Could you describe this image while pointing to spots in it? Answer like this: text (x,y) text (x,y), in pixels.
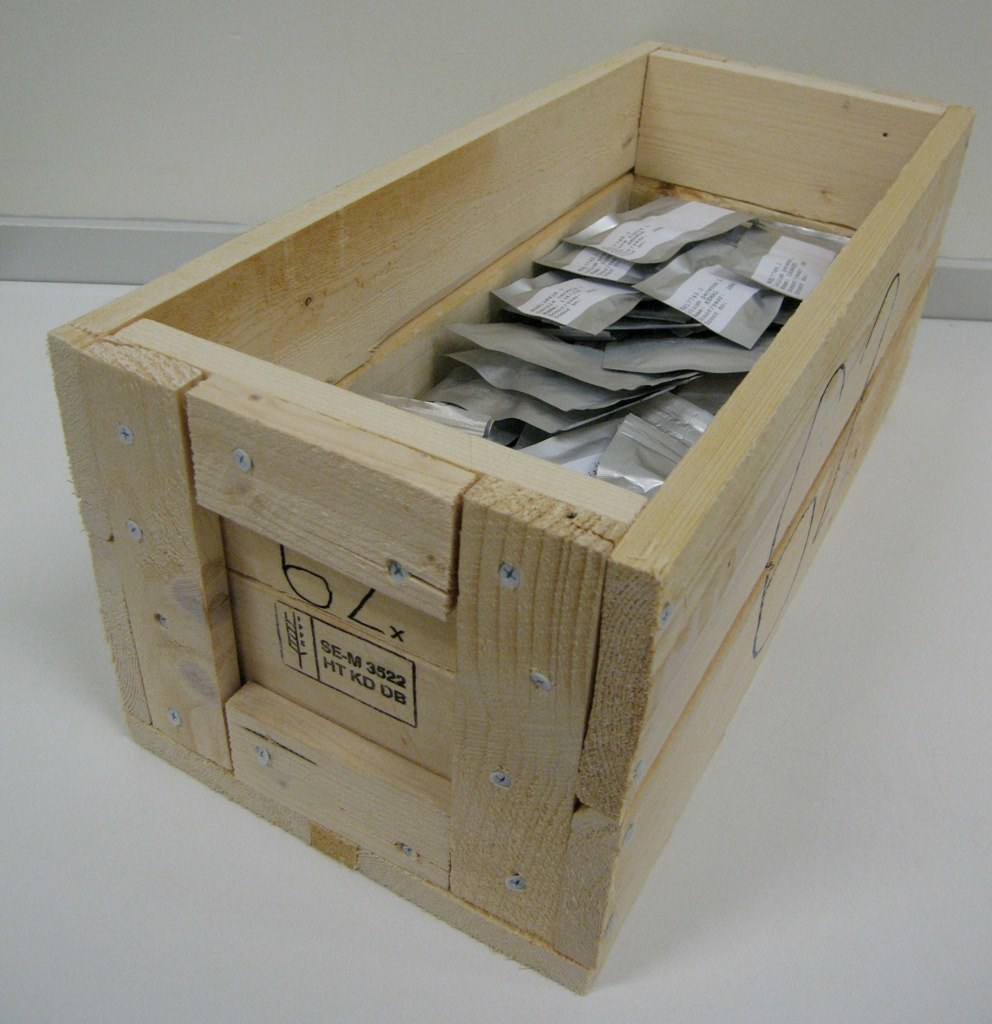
In this picture we can see a wooden box (497,521) with some objects (593,302) in it and this wooden box (436,500) is on the ground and we can see a wall (770,22) in the background (31,93).
